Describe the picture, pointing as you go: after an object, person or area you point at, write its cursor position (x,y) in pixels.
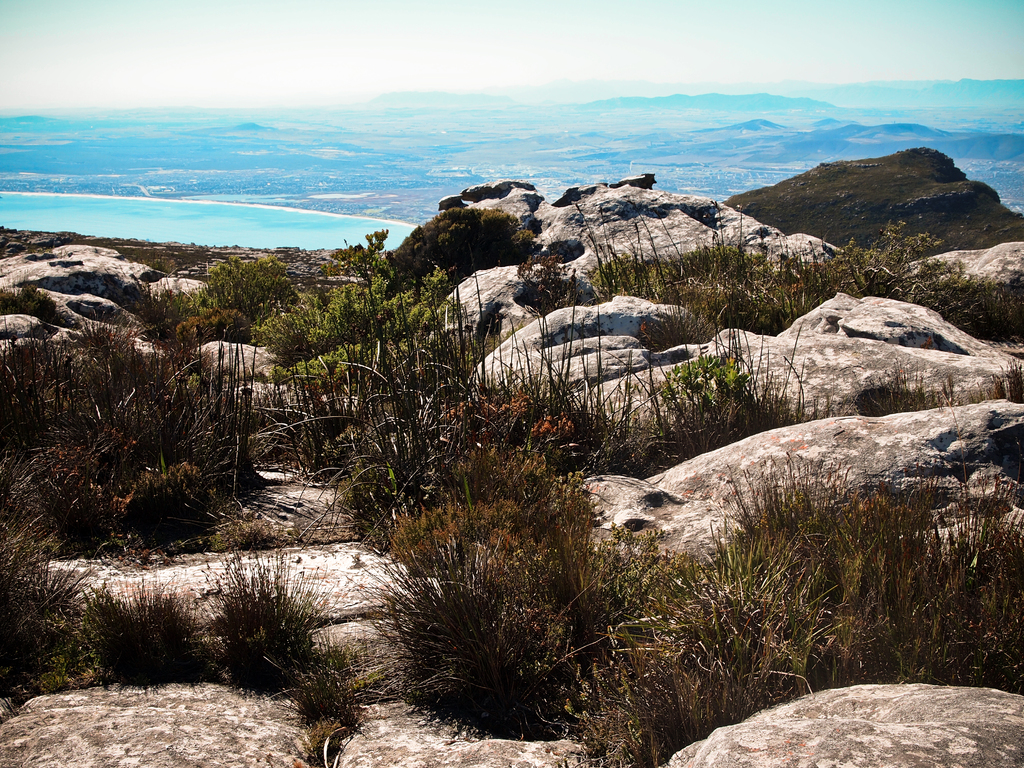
In this image I can see stones (729,235), plants (412,403), grass (743,625) and in the background (224,217) I can see blue colour thing (250,211).
